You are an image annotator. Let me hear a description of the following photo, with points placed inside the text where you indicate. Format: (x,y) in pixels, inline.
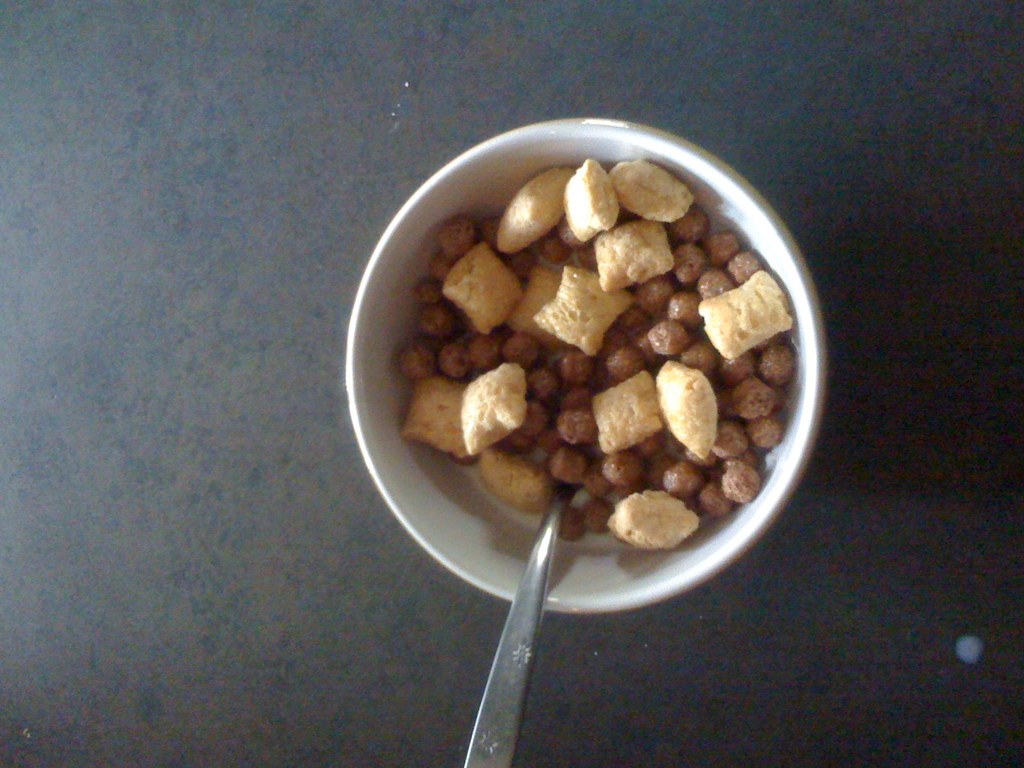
This image consists of a bowl (414,480) in which there are cereal (590,505) along with a spoon (487,721) is kept on the table (933,692).
